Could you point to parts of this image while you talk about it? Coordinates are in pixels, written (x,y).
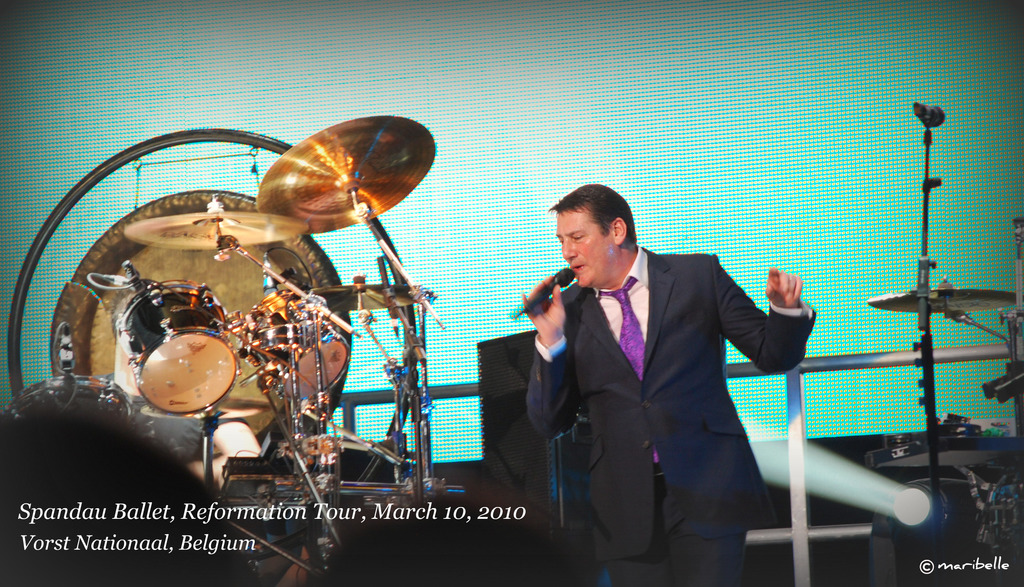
In this image I can see a person (588,370) standing and holding the mic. Beside him there is a drum set (279,317). At the backside of him there is a light (900,504) and the wall (683,99).
